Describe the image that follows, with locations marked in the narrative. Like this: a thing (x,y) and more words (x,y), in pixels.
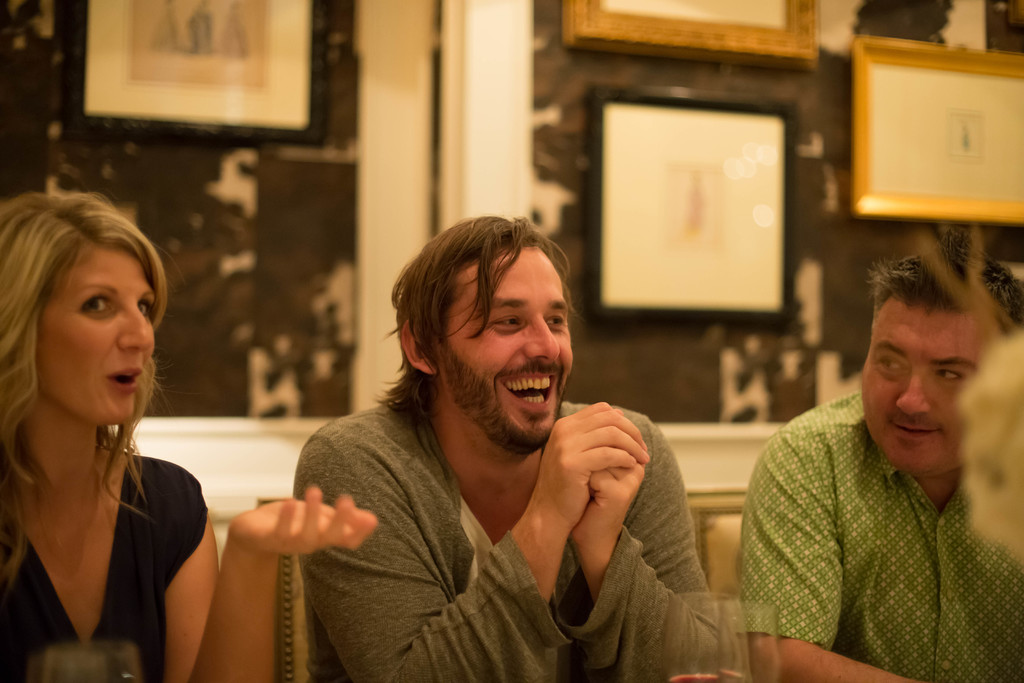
In this image, in the middle (401,382), we can see three people (949,625) are sitting on the chair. In the middle of the image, we can see a glass (743,664). In the background (1001,110), we can see a photo frame (949,148) which are attached to a wall (589,380).
